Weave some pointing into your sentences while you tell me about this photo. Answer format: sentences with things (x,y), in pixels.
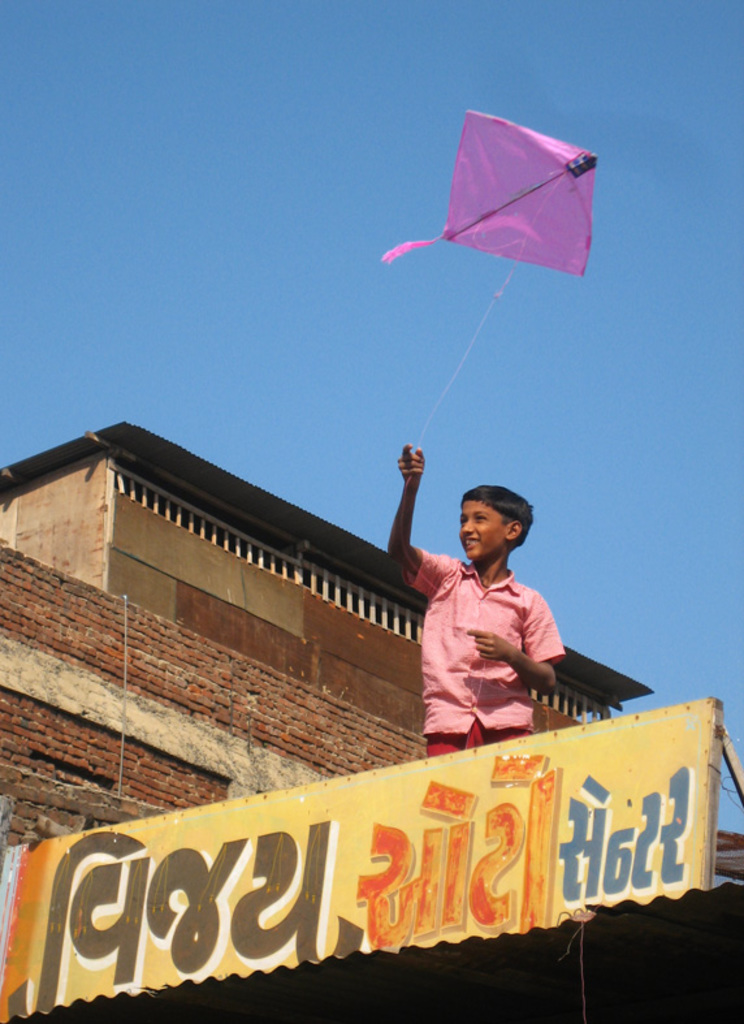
In this image I can see a yellow board (519,762) in the front (369,781) and on it I can see something is written. Behind the board (696,757) I can see a boy (493,625) is standing and I can see he is wearing a pink colour shirt (509,696). I can also see he is holding a thread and on his face (475,532) I can see smile. In the background (199,533) I can see a building (103,492), the sky (490,463) and on the top side of the image (535,257) I can see a pink colour kite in the air (379,161).
